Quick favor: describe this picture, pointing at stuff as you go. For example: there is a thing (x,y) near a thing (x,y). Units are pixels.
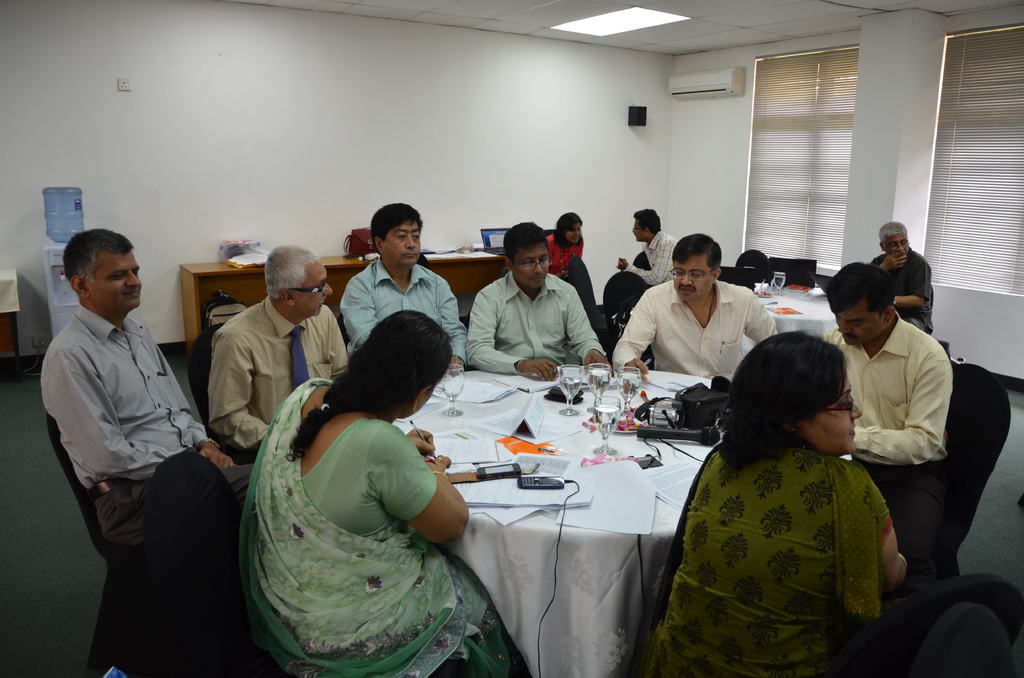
In this image there is a table (527,522) in the middle (620,434) and there are group of people (853,362) sitting around it. On the table (579,437) there are glasses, books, papers (591,478), mobiles (512,474), torch light (688,435), pen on it. In the background (558,243) there are two people (566,231) who are discussing between them. On the left side (75,208) there is a filter (55,225). On the right side (960,152) there are two curtains (816,122). At the top (703,23) there is ceiling (613,39) with the lights (592,33). In the middle (402,449) there is a woman (339,498) who is writing on the book (456,445) which is on the table (579,516).
